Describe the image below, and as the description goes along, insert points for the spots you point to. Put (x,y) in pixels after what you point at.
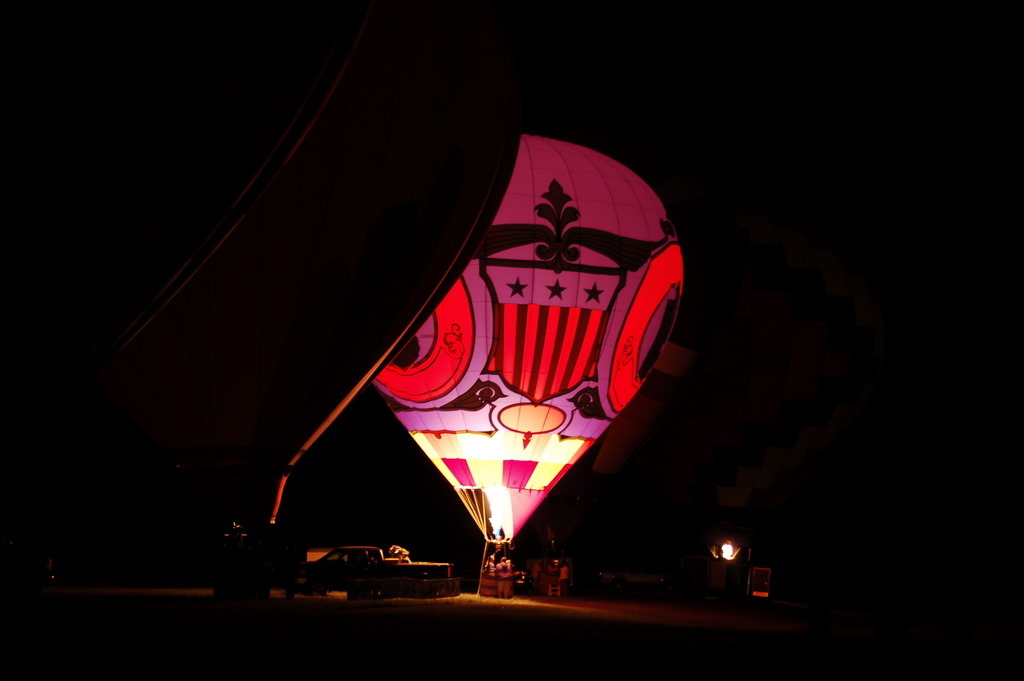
In this image we can see a car (354,570), two air balloons (510,304), light (725,555) and people (492,559). The background (832,146) is dark.
